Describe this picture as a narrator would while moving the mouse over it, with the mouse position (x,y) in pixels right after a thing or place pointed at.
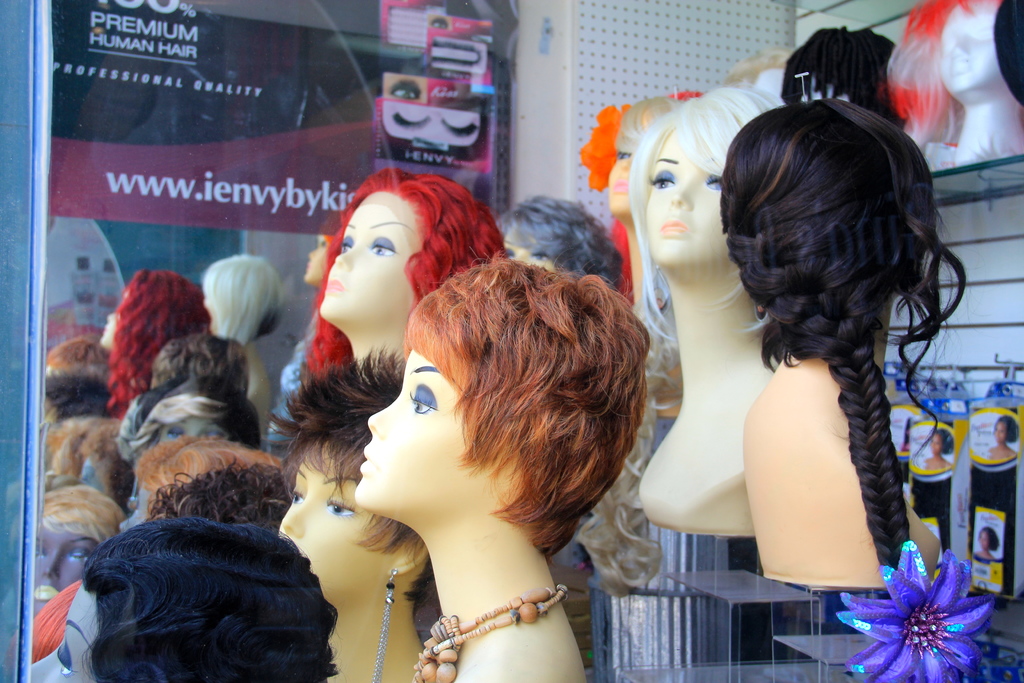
In this picture there are mannequins (556,392). At the back (143,446) there is a poster (431,109) and there is text (187,84) on the poster (187,84) and there are reflections (253,297) of mannequins (189,369) on the mirror (167,326).
